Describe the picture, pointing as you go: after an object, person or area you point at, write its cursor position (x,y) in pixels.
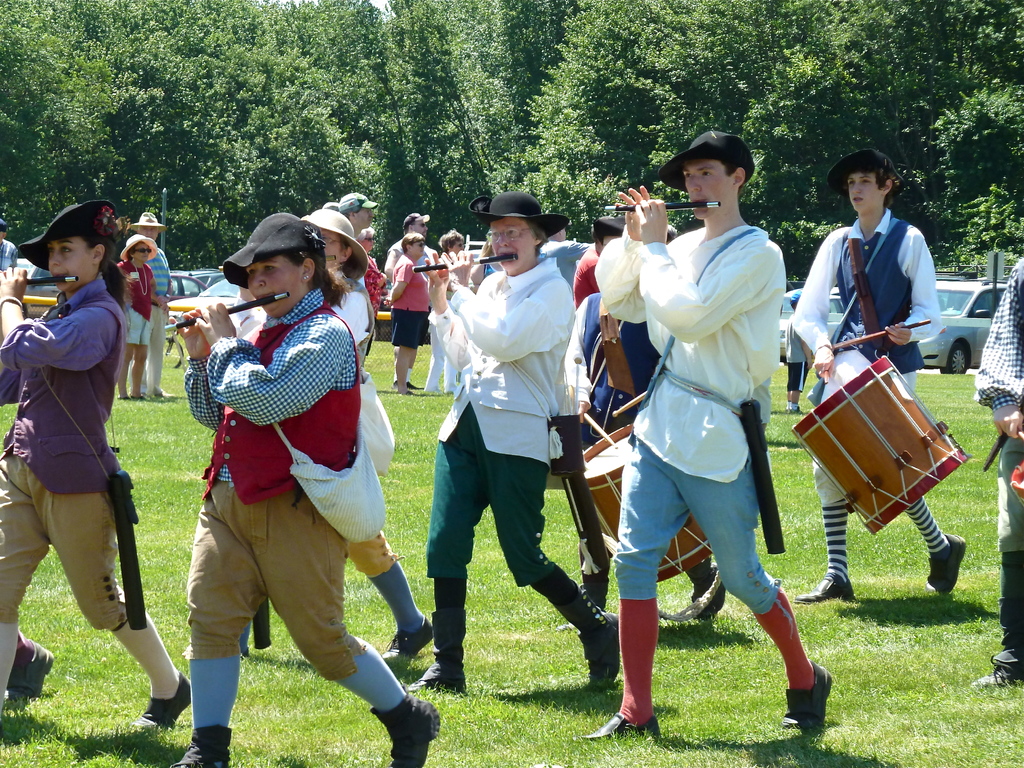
In this image I can see number of people (717,380) with musical instruments (879,411). In the background (138,162) I can see trees (182,40) and number of vehicles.
